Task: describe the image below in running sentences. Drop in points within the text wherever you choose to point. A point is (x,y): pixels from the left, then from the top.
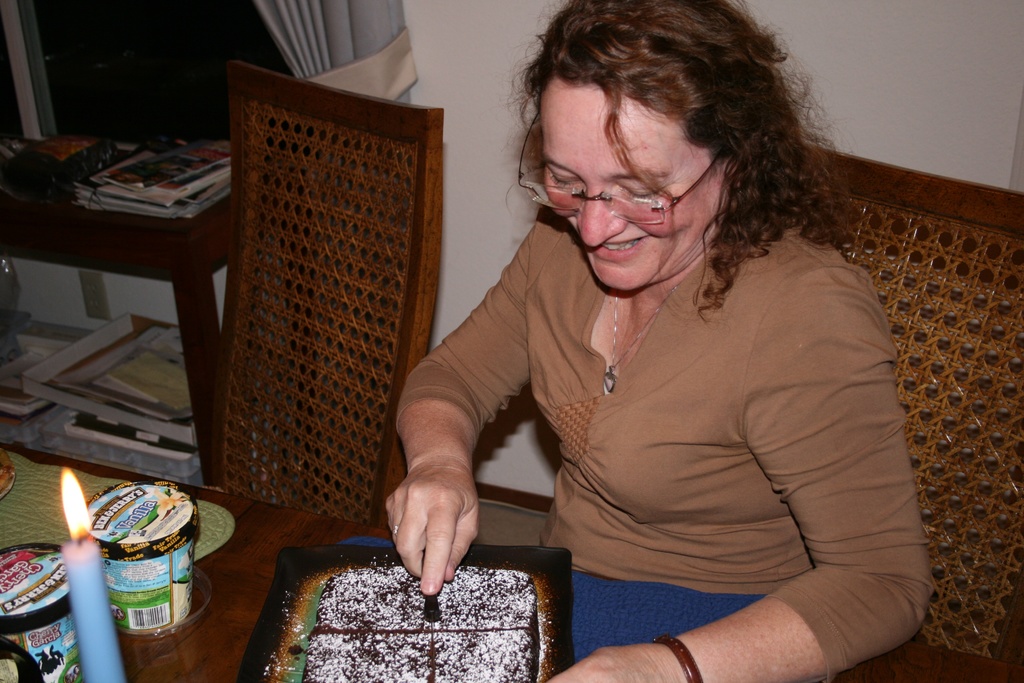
In this image I can see a woman (618,508) is sitting on a chair (920,379). I can also see a smile (630,252) on her face (622,264) and she is wearing a specs (519,173). Here on this table (217,650) I can see a cake (355,615), a candle (83,526) and few cups (116,583).
